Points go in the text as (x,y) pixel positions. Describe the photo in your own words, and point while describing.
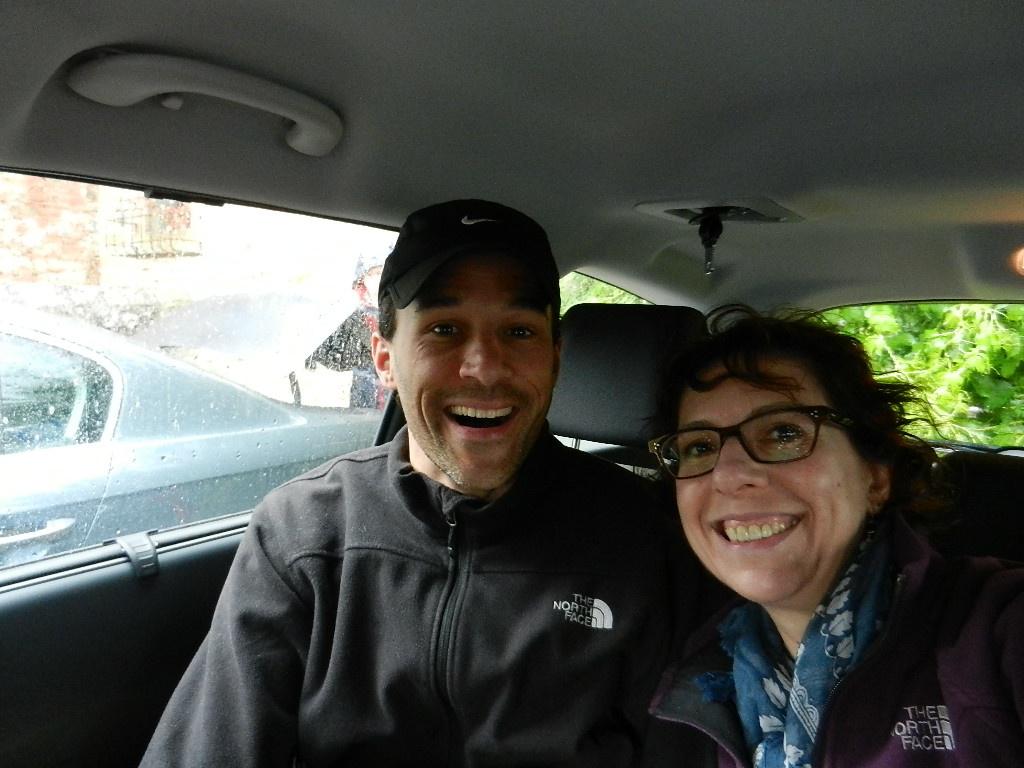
These two persons (562,557) are sitting in the car (157,538) and smiling, this person (485,522) wear cap (540,260) and this person (724,431) wear glasses (717,434). We can see glass windows (878,358), from this glass windows (562,289) we can see trees (592,300), person (367,384), vehicle (226,444).
